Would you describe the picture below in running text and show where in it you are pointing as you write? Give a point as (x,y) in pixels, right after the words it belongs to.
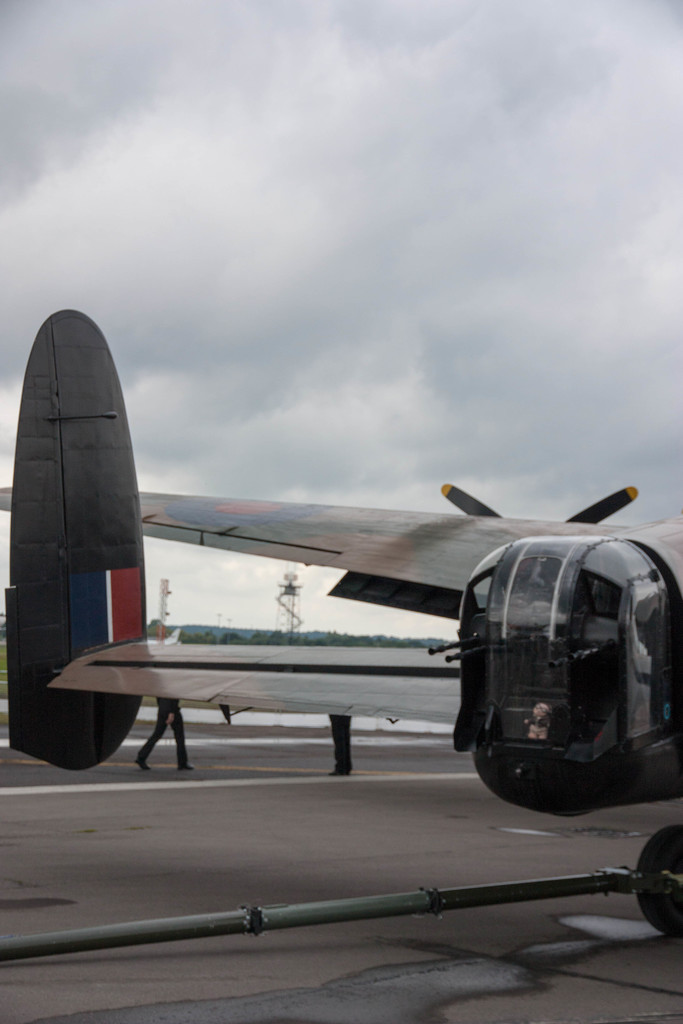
In this picture we can see a plane (284,506), two people legs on the ground (204,955) and in the background (155,624) we can see trees (307,636), towers (162,614) and the sky (340,301).
